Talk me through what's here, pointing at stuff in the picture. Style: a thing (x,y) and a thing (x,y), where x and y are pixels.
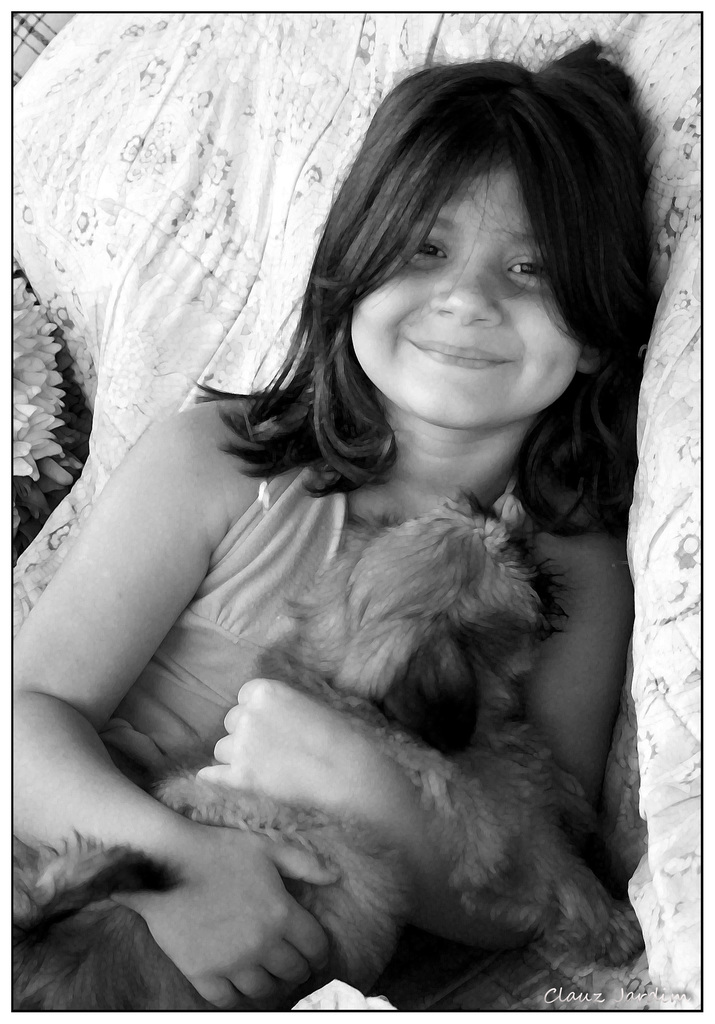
In this image i can see a girl (435,160) holding a animal (363,638) lying on the bed (198,255).
